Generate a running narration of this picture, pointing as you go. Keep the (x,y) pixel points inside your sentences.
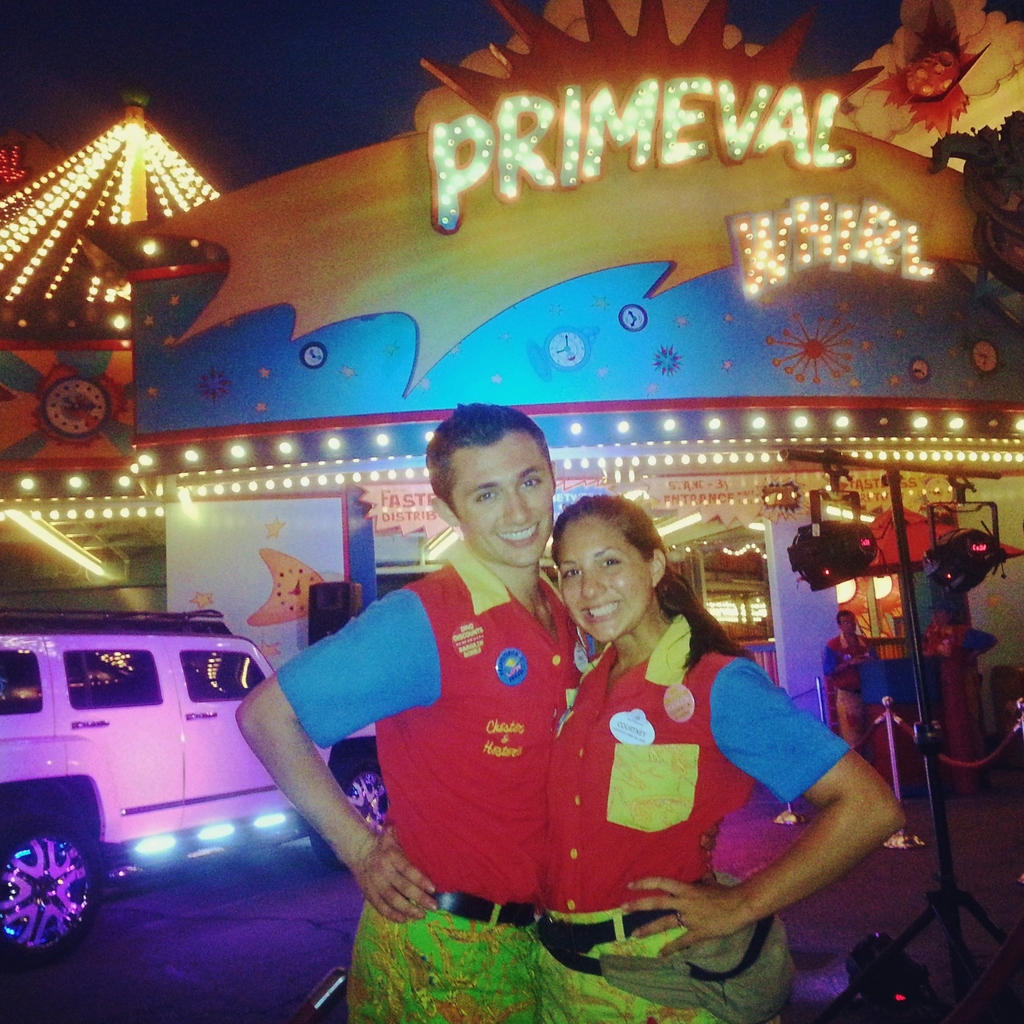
In this picture I can see there is a man (532,842) and a woman (653,883) standing and they are wearing same color shirts (566,869) and pants (521,943). They are laughing and there is a person (845,670) standing here at right side (861,646) and there is a car (113,629) at left (12,725) and there is a circus (429,230) in the backdrop (349,244) and there are few lights (82,177) attached to the building (297,230) and the sky (252,129) is clear.
